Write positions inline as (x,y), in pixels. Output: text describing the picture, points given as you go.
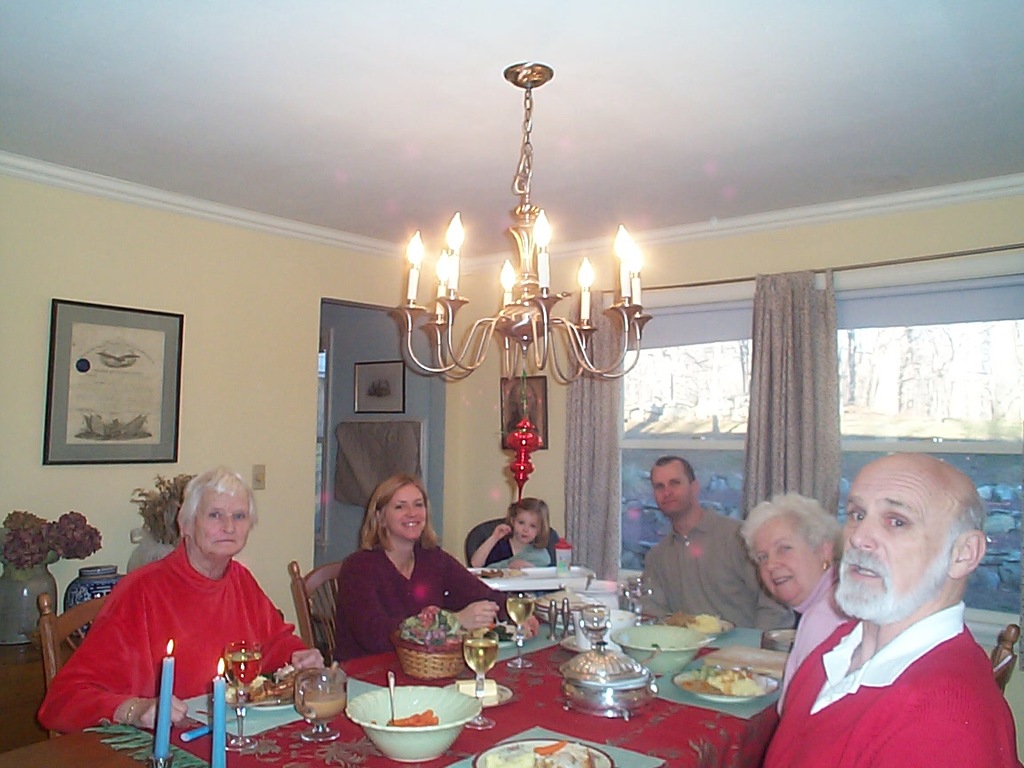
Here we can see a group of people (187,562) sitting on chairs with table (532,677) in front of them having plates (675,679), food (493,691), there are bowls (455,693) present, there is a basket (457,675) and there are glasses (474,661) present on it and we can see candles (218,667) placed on the table (541,692) and at the top (548,79) we can see a chandelier (622,262) and beside them we can see an open window (1012,532) with curtains (591,507), on the wall (109,300) we can see a portrait (114,440) and there are plants (91,535) present here and there
